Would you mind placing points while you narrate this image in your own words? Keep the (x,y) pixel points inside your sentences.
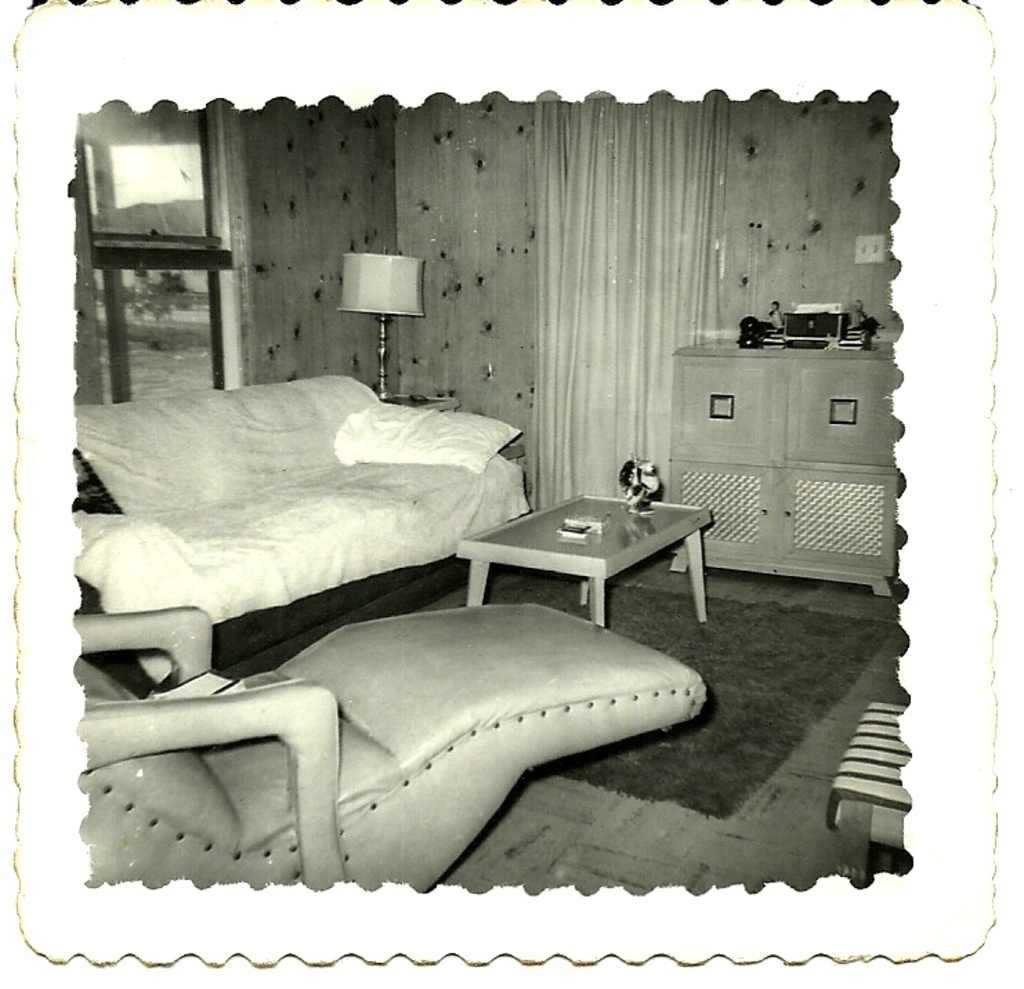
In this picture there is a sofa set (303,542), table (676,514) in this room (337,453). In the background (369,298) there is a lamp (361,310) and a curtain (586,281) to the wall (531,225).
